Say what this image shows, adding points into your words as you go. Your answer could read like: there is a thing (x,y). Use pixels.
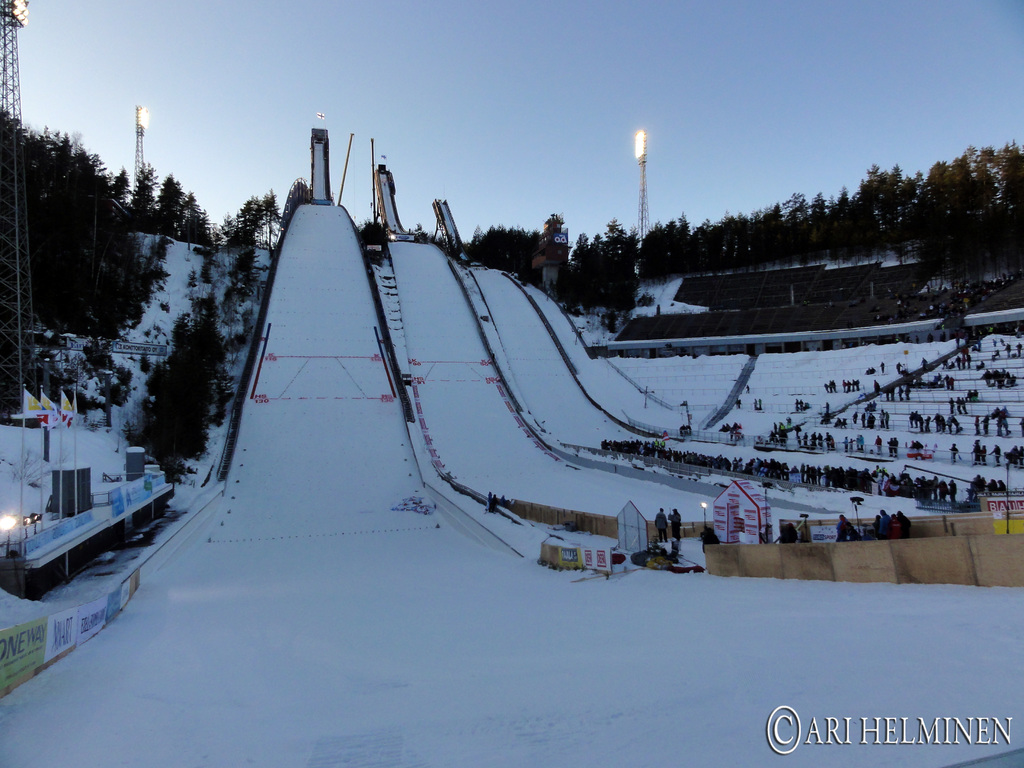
This is an outside view. In this image I can see the ski stadium (420,407). On the right side (993,415), I can see people (837,478) standing on the ground (692,496). In the background (422,225) there are many trees (109,225) and also I can see the floodlight towers (6,68). On the left side (91,518) there is a building (27,559) and few light poles (4,526) and also there are few flags (55,408). On the ground (343,643), I can see the snow (489,715). At the top of the image (567,87) I can see the sky (613,79). In the bottom right (821,730) hand-corner there is some text (852,733).
